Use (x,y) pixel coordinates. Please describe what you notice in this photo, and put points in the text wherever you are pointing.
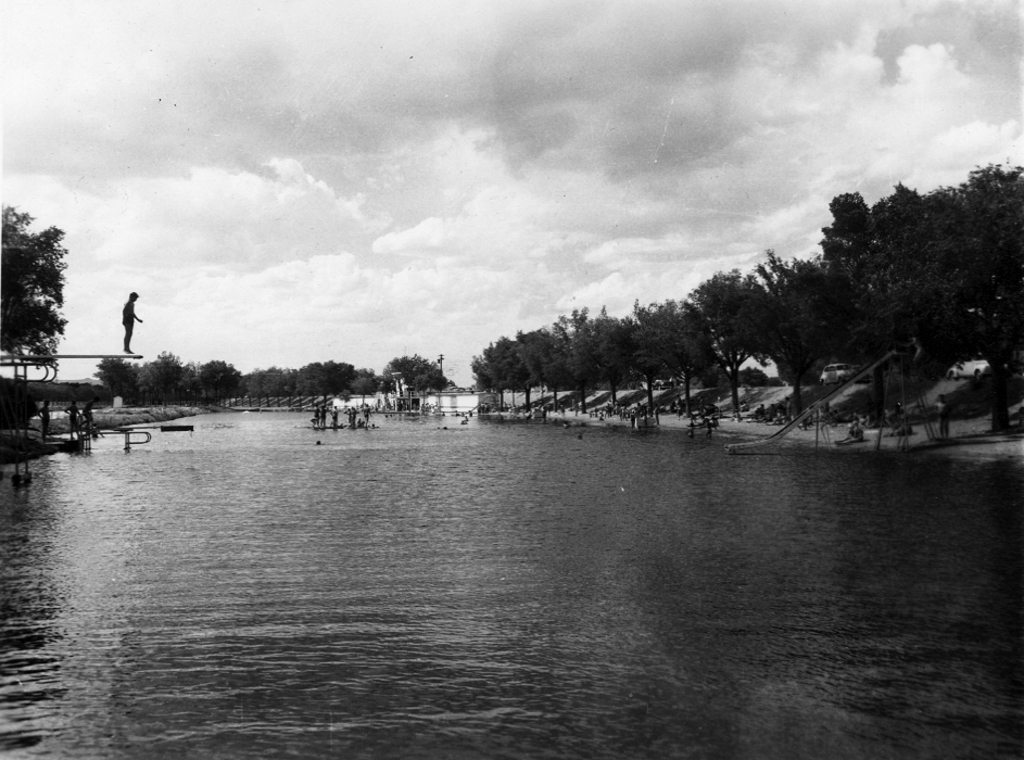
It is a black and white image there is a river (324,550) and around the river (433,511) there are plenty of trees (588,361) and in the left side (42,365) there is diving board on that a man (122,326) is standing and about to jump into the river (187,512) and some people (313,419) are swimming in the river (300,416).
